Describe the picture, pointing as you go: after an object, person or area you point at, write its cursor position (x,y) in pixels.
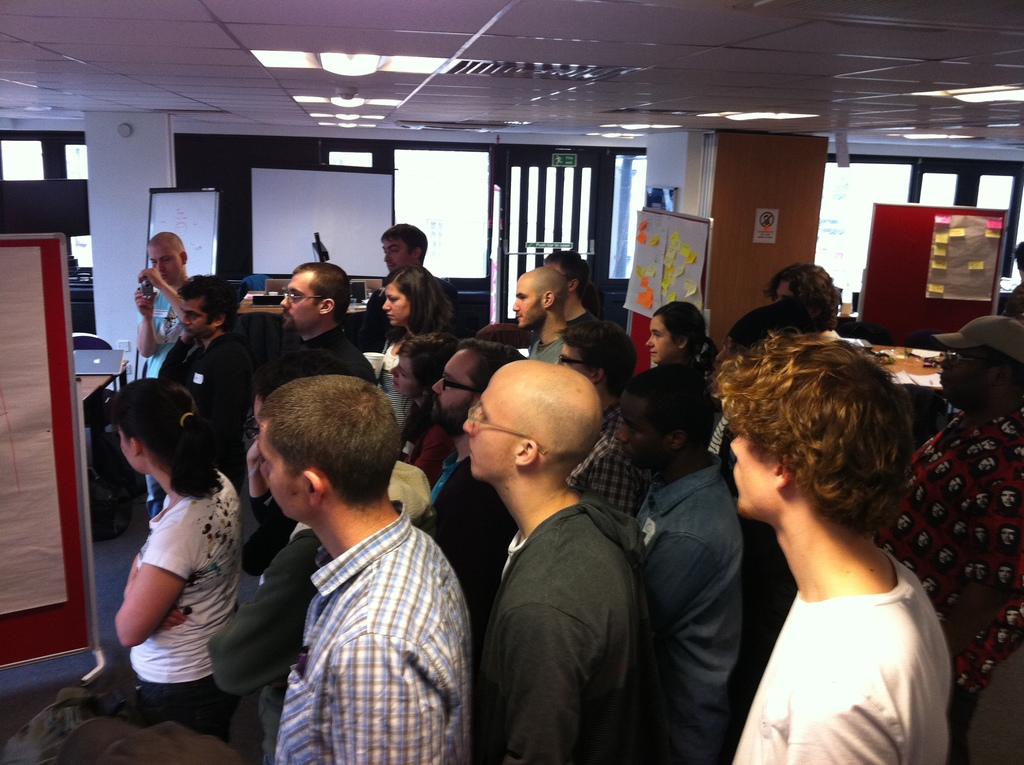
In this picture we can see a few people (982,359) from left to right. There are some colorful papers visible on the boards (953,212). We can see a poster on a wooden object (754,257). There are a few objects (87,371) visible on the tables (96,380). We can see some objects (263,298) in the background (202,246). We can see a laptop (114,353) on the table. There are some lights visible on top.
